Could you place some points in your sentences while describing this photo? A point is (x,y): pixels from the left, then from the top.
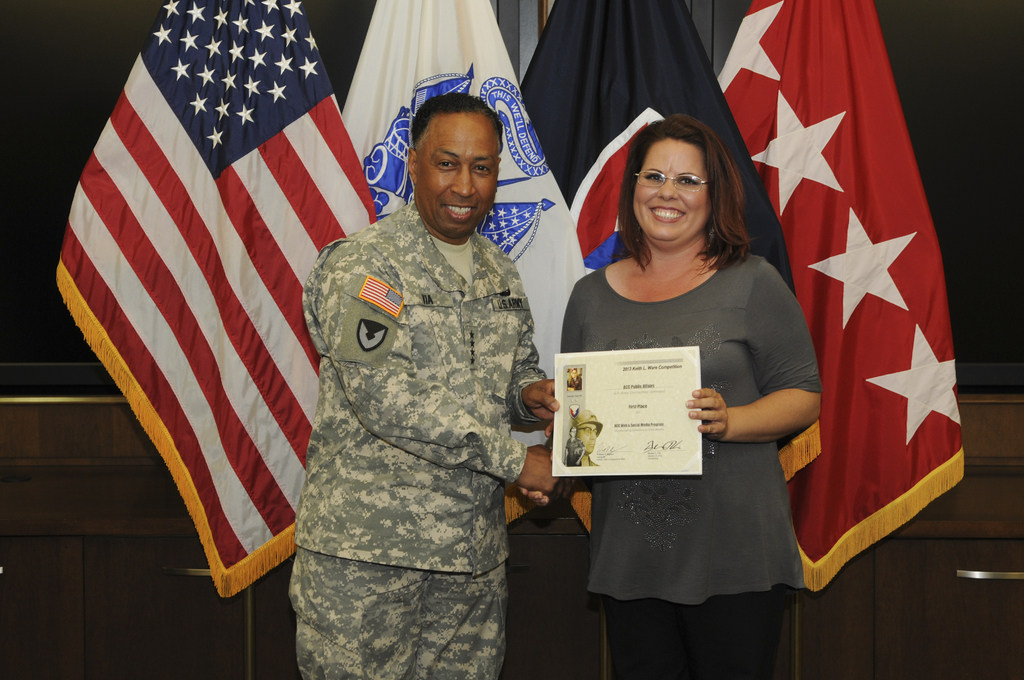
In the image there is a man (354,299) in camouflage dress (431,362) standing on the left side (339,531) holding a paper (595,413) and shaking hands (547,481) with woman (729,301) on the right side (701,289) in grey dress (719,334), behind them there are flags (502,103) in front of the wall (48,84).
